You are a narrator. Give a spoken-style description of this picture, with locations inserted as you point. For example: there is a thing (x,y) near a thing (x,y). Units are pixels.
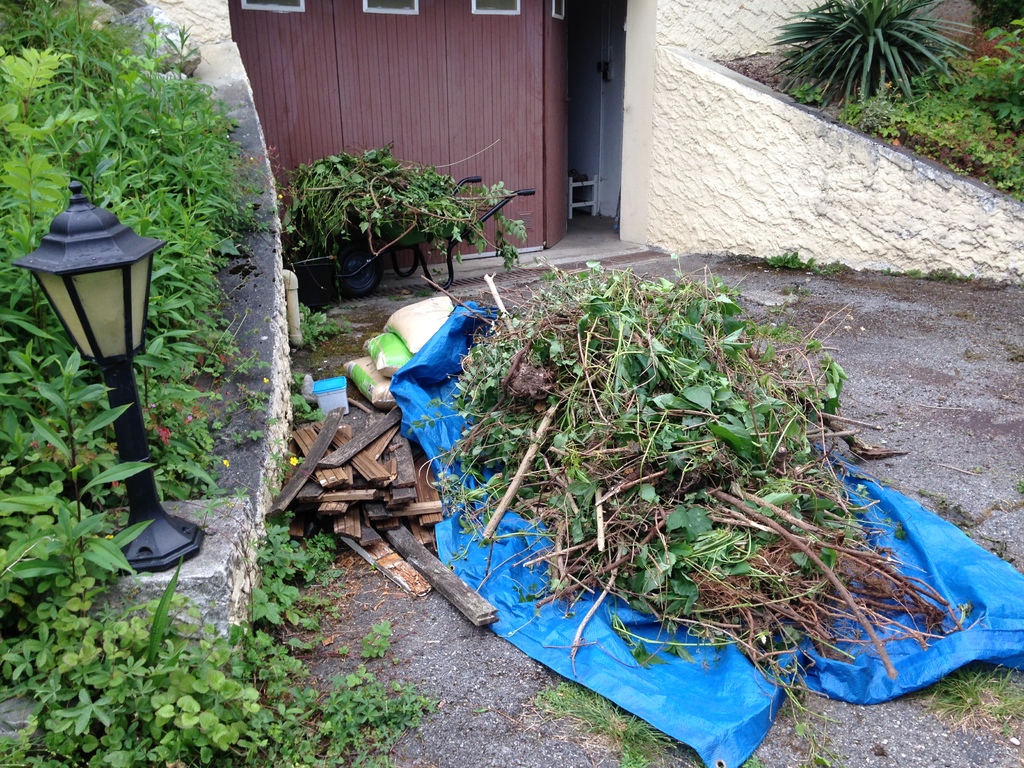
In the image I can see a cover (709,745) on which there are some stems (611,464), leaves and also I can see a door (395,2), plants (148,116), trees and a lamp (130,328) to the side.
